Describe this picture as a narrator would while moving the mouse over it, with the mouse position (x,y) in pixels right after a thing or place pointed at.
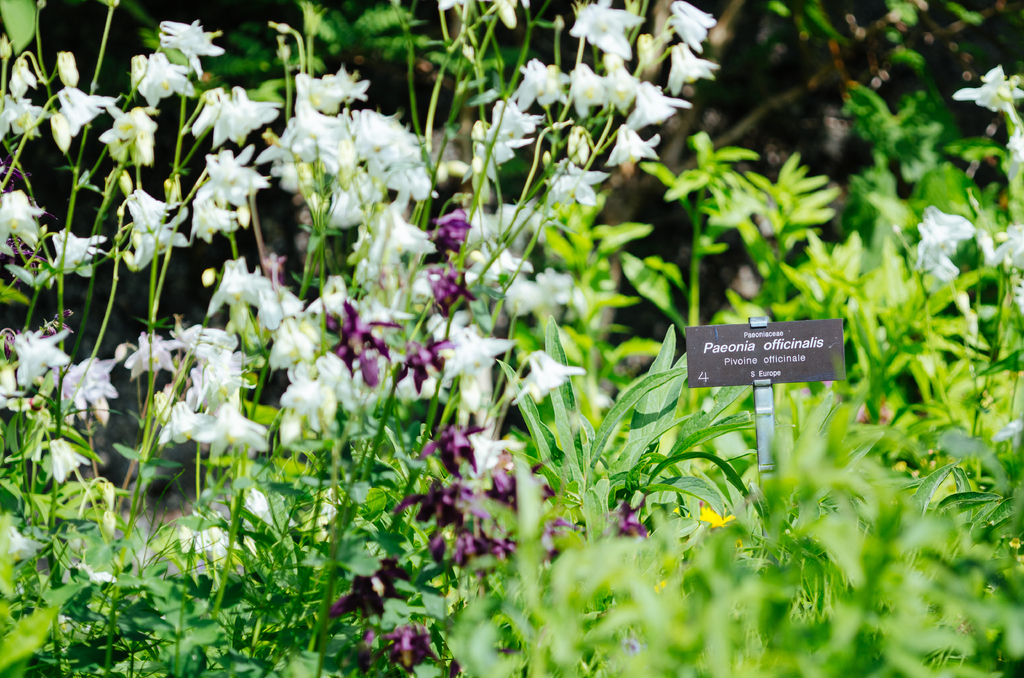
In this picture I can see there are few plants (954,464) and they have white and purple flowers (440,512) and there is a board (841,361) on to right (841,365) and there is something written on it.
